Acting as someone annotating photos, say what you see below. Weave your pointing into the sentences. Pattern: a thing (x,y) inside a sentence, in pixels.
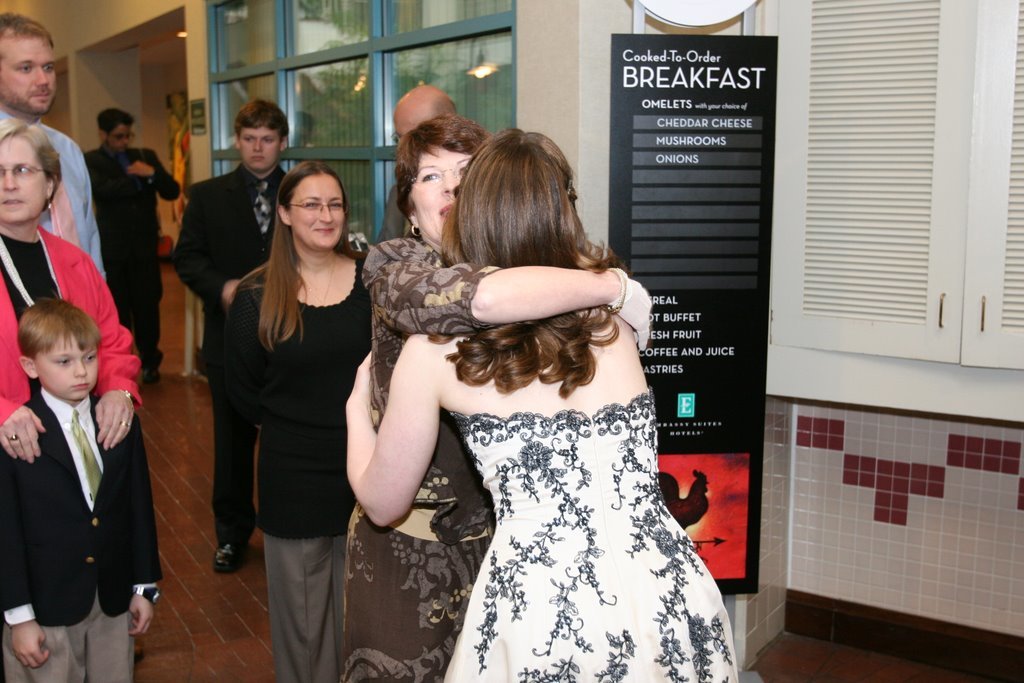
In this image we can see the people (88,258) standing on the floor (204,565) and there are two persons (457,443) hugging each other. At the back (381,98) we can see the wall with a window (343,22) and cupboard (795,239). And we can see the banner (656,190) with text (659,107) and image (706,465).
